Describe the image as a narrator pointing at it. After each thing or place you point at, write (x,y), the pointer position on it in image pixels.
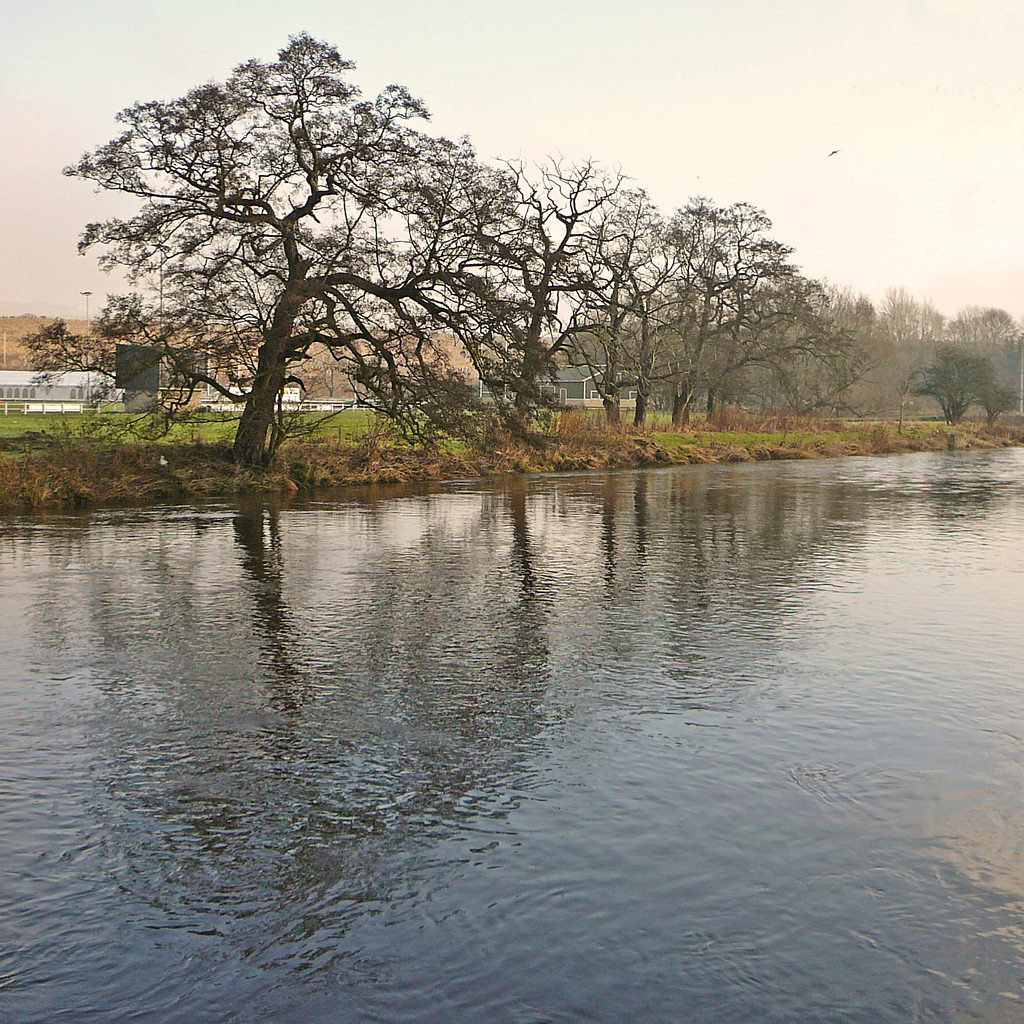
This is an outside view. At the bottom (351,895), I can see the water (466,600). In the background (527,333) there are many trees (293,310) and houses (183,397). At the top of the image (734,133) I can see the sky (496,110).
